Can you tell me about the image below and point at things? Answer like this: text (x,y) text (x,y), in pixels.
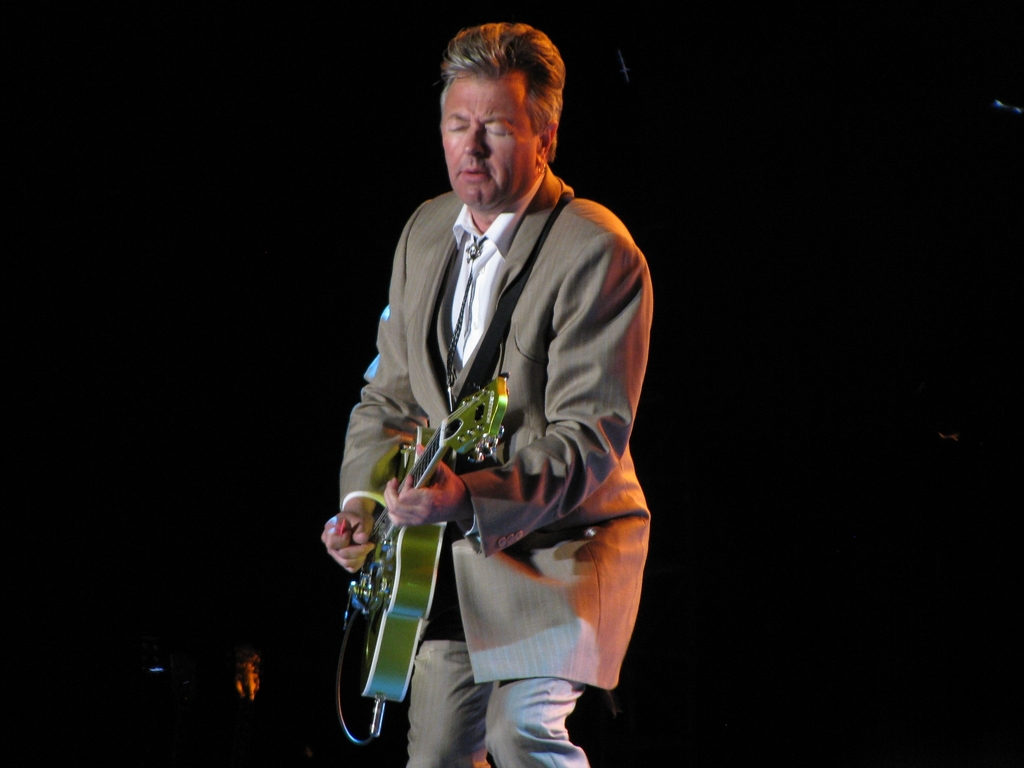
In this picture I can see there is a man (585,583) standing and wearing a blazer (576,597) on cream color and he is holding a guitar (390,653) it is in green color and there is a cable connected to it. The man (498,477) is playing the guitar (438,527).
